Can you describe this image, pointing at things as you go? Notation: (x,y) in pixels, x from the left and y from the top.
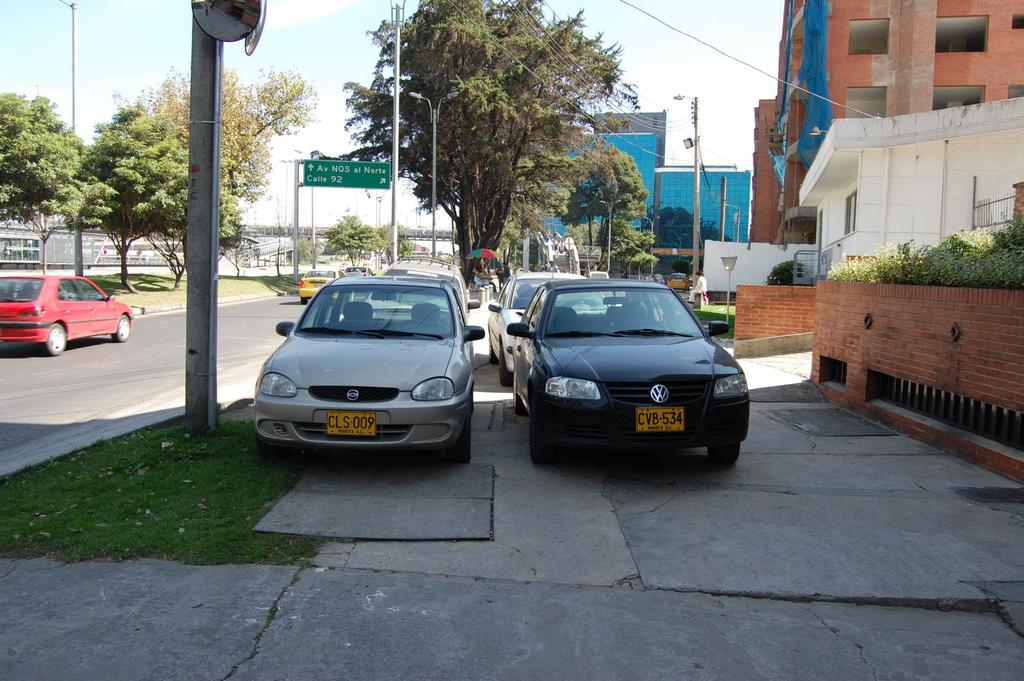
In this picture there are cars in the center of the image (402,344) and there is another car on the left side of the image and there are buildings (1021,75) on the right side of the image (726,218) and there are trees (633,232) and poles (198,56) in the background area of the image (478,216), there is sign board (351,178) in the background area of the image (366,179).
